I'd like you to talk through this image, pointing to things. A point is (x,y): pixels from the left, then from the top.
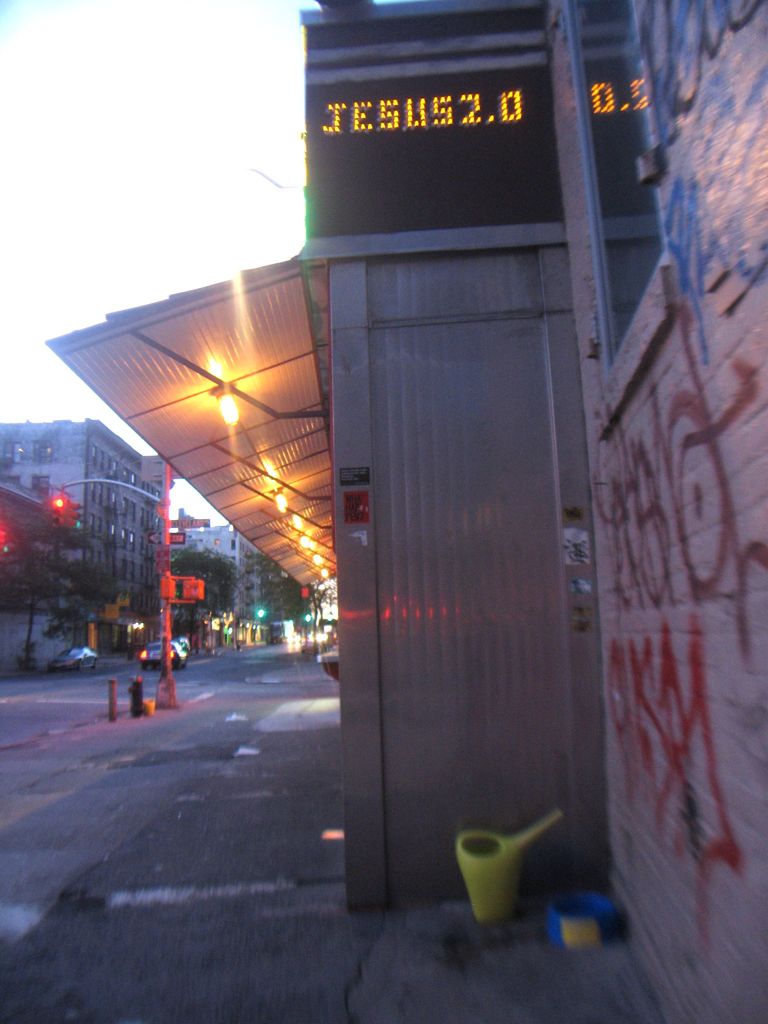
These are the buildings (78,475) with the windows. I can see the lights (305,542). This looks like a watering kettle (502,872). Here is a wall (717,478) with the paint (716,424) on it. This looks like a pole (166,660). I can see the cars (156,655) on the road (200,655). These are the trees (214,604).
